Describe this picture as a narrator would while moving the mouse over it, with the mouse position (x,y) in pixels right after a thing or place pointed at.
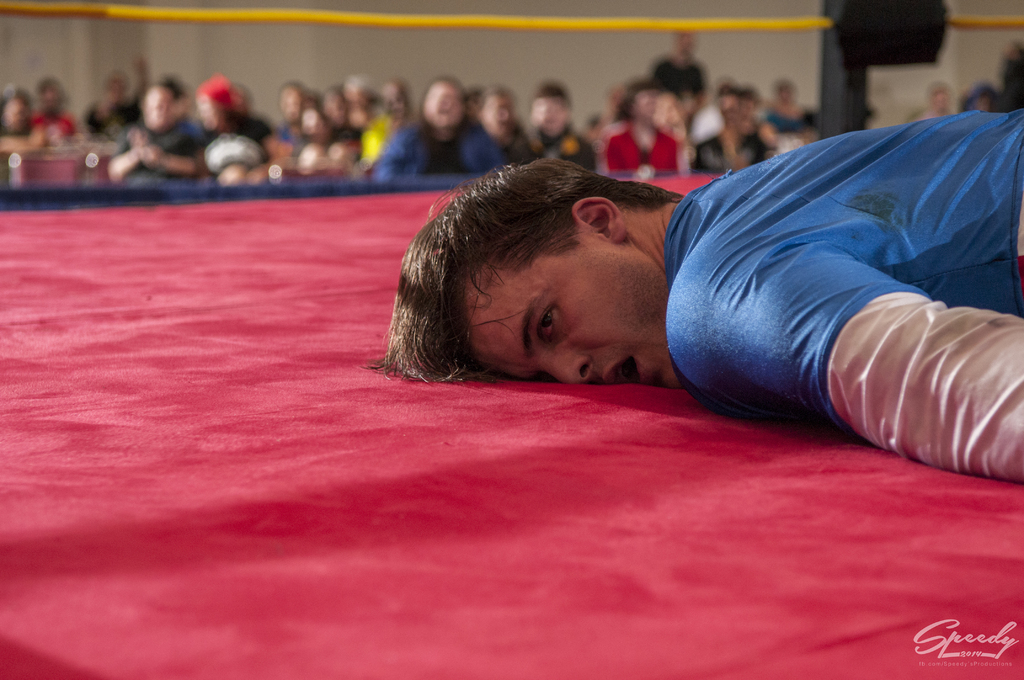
In this image there is a person (659,230) lying on a stage (352,291), in the background (411,147) there are people (721,147) sitting and it is blurred.
